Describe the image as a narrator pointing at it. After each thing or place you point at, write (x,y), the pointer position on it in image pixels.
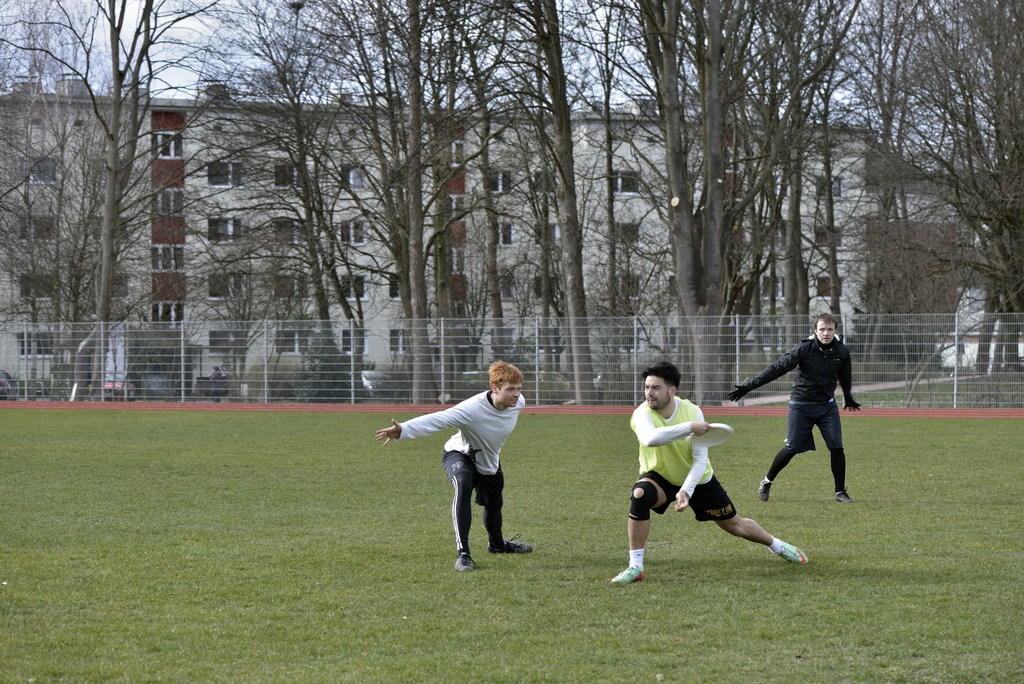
In this picture I can see the grass (336,494) on which I see 3 men (809,379) and I see the man (683,446) in the middle (665,423) is holding a frisbee (719,433). In the background of this picture (372,250) I see the fencing (1005,343), number of trees (409,269), buildings (144,296) and the sky (374,54).
